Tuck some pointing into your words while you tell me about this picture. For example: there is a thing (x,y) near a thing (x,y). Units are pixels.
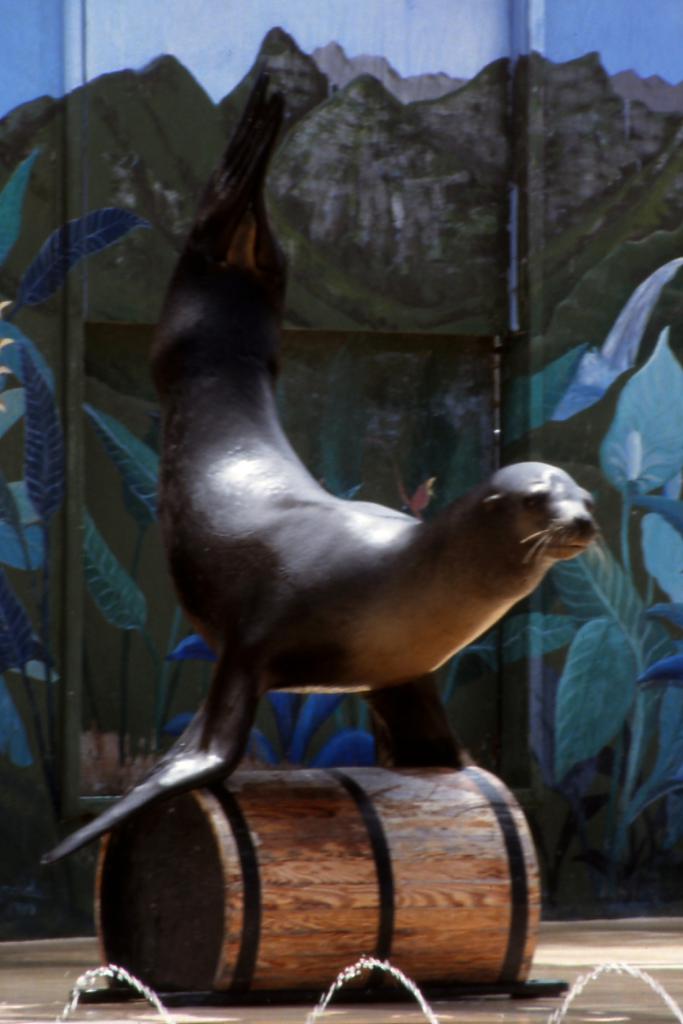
In the image in the center (284,573) we can see one black color seal (384,588) on the barrel (380,849). In the bottom of the image, we can see water (165,1014). In the background (624,544) there is a wall (437,244), plants (17,338), glass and few other objects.
